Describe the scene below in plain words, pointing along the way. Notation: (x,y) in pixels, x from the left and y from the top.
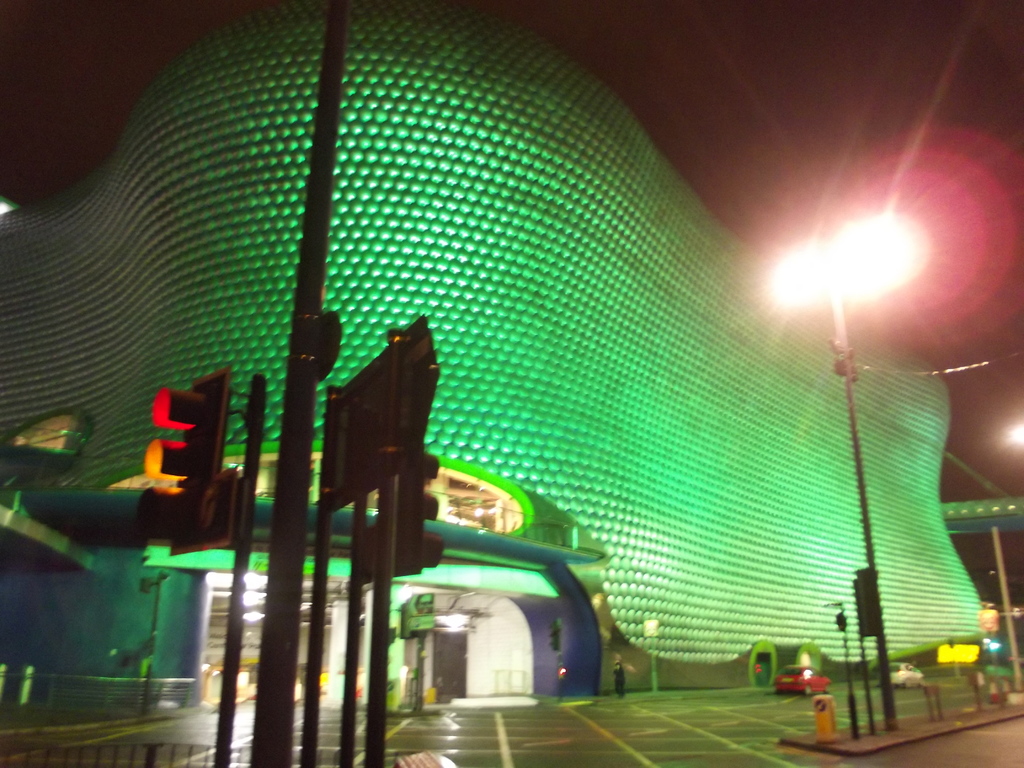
In this image, we can see a building (540,293). There are signal poles (380,650) at the bottom of the image (210,525). There is a street pole (847,374) on the right side of the image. At the top of the image (684,41), we can see the sky (655,37).
